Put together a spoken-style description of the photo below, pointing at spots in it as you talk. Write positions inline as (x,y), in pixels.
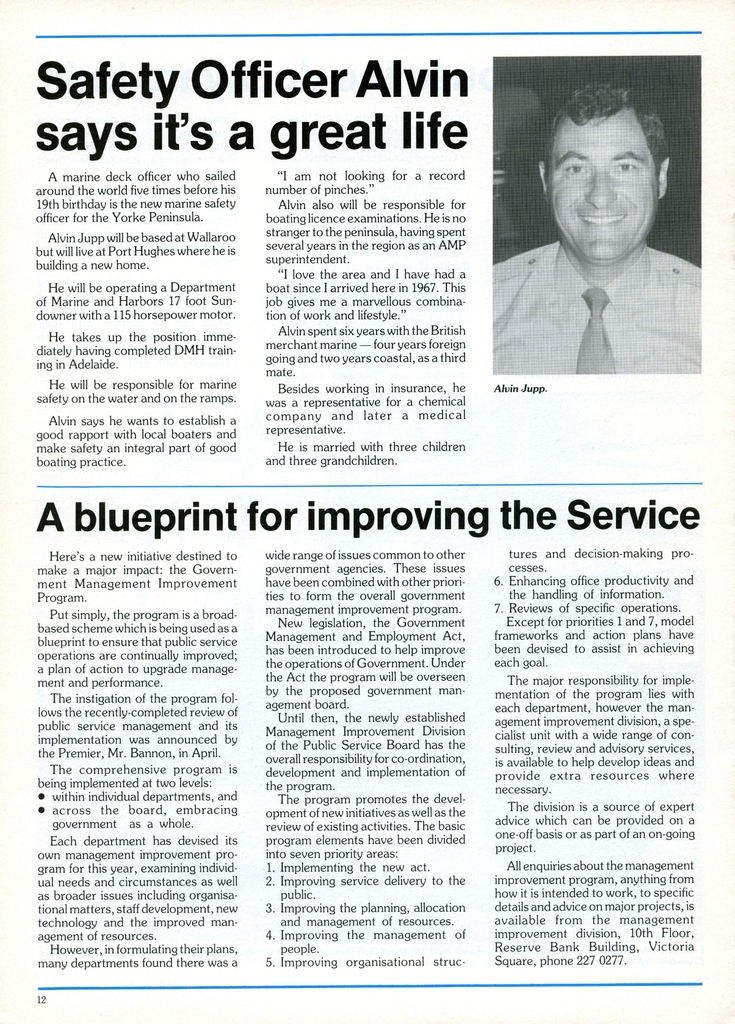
In this picture we can see a white color object (695,836) which seems to be the newspaper (46,24) and we can see the picture (596,223) of a person (592,272) wearing shirt (654,313) and smiling and we can see the text (272,586) on the paper (155,661) and we can see the numbers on the paper (232,869).
